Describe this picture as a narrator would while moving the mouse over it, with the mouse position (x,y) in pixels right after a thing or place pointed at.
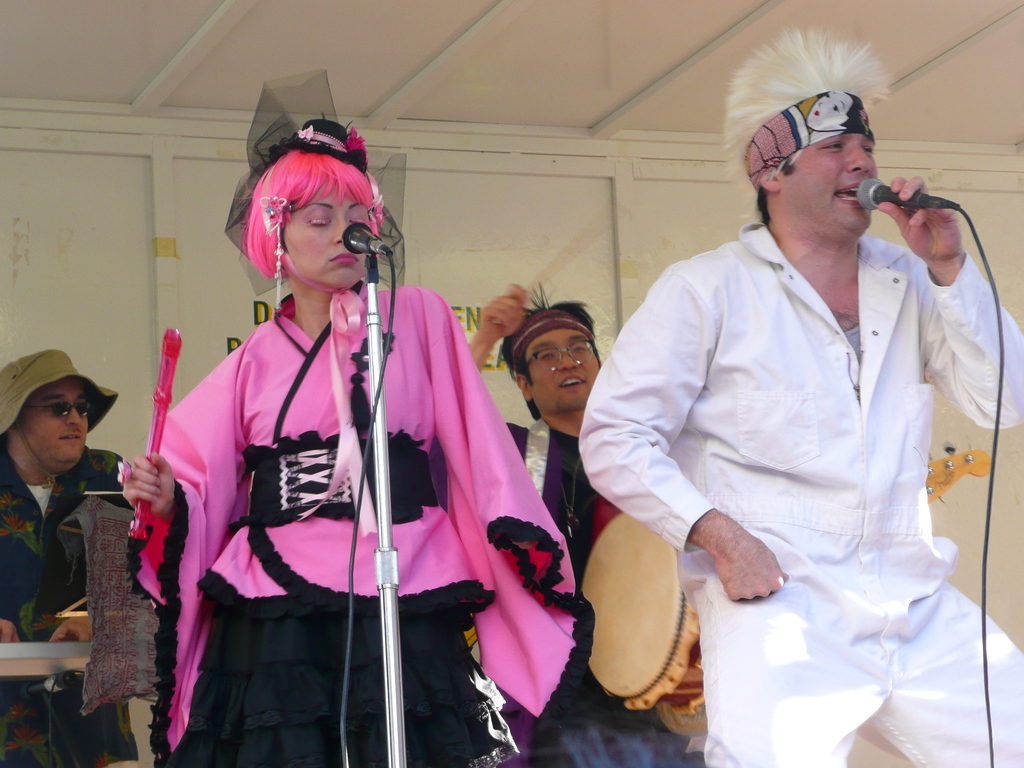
In this picture two people (821,441) are standing front and one holding a microphone (928,208) one person (660,396) singing a song and back we can see two persons (42,499) playing a musical instrument (600,617).
